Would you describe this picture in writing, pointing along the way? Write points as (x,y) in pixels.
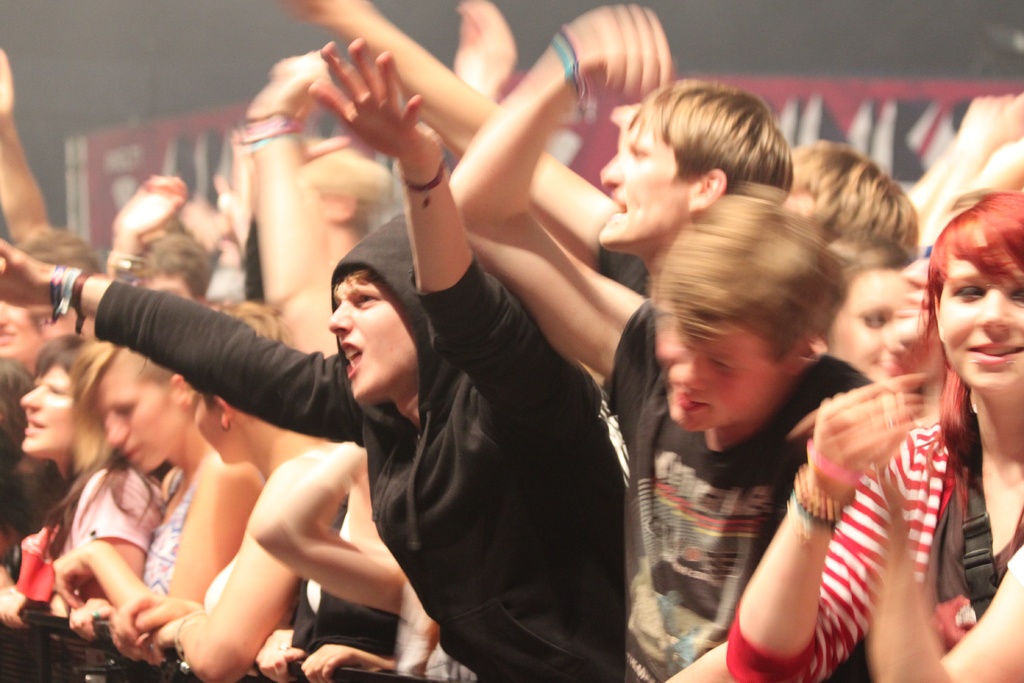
In this picture we can see a group of people (331,442) and in the background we can see a poster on the wall (6,236).
